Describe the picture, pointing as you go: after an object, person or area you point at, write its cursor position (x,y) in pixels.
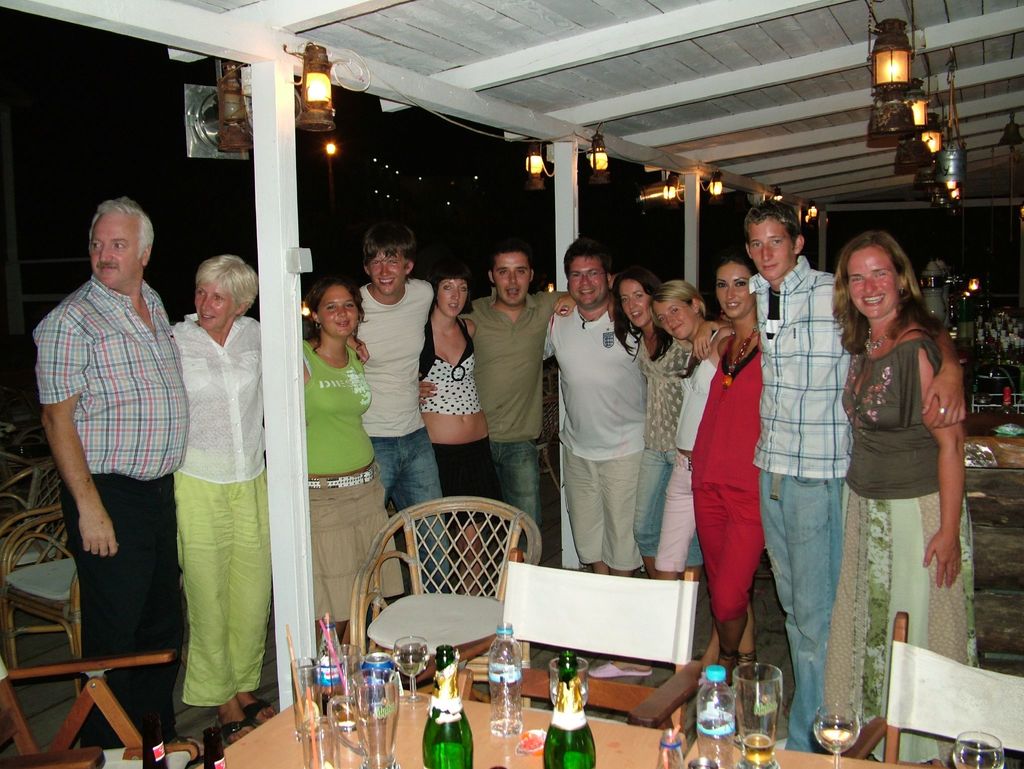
In this image I can see a group of people (951,419) and also I can see smile on few faces (688,310). Here I can see number of chairs (350,622), glasses (738,706), bottles (436,735). In the background (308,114) I can see lights (326,123).
